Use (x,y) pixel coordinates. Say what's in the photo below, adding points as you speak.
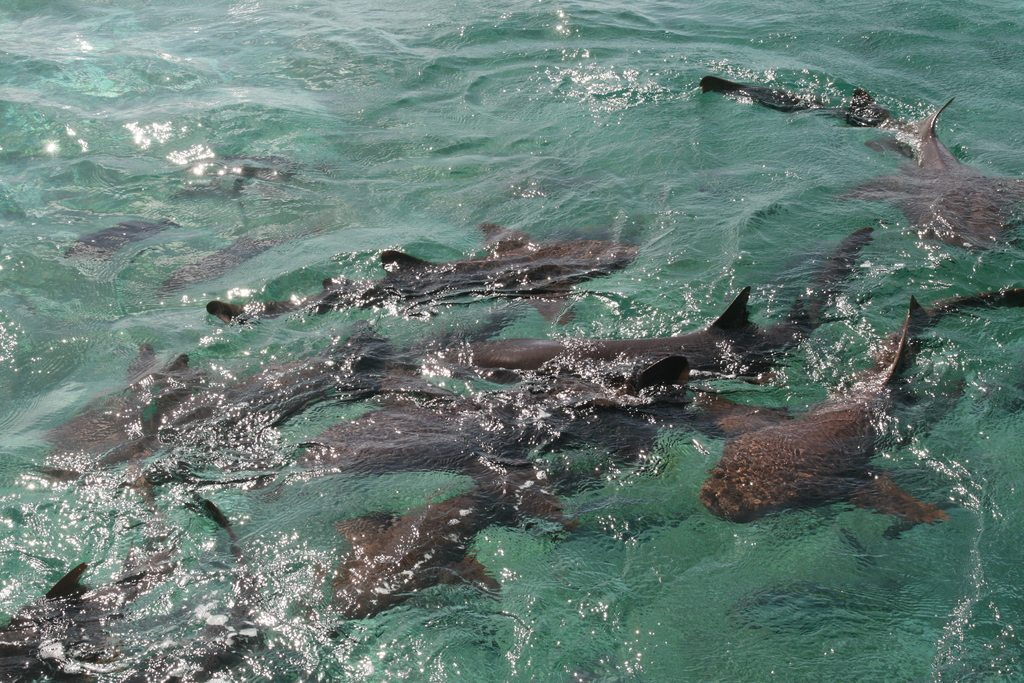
In this image we can see fishes (536,404) which are underwater and there is some water (391,313).
